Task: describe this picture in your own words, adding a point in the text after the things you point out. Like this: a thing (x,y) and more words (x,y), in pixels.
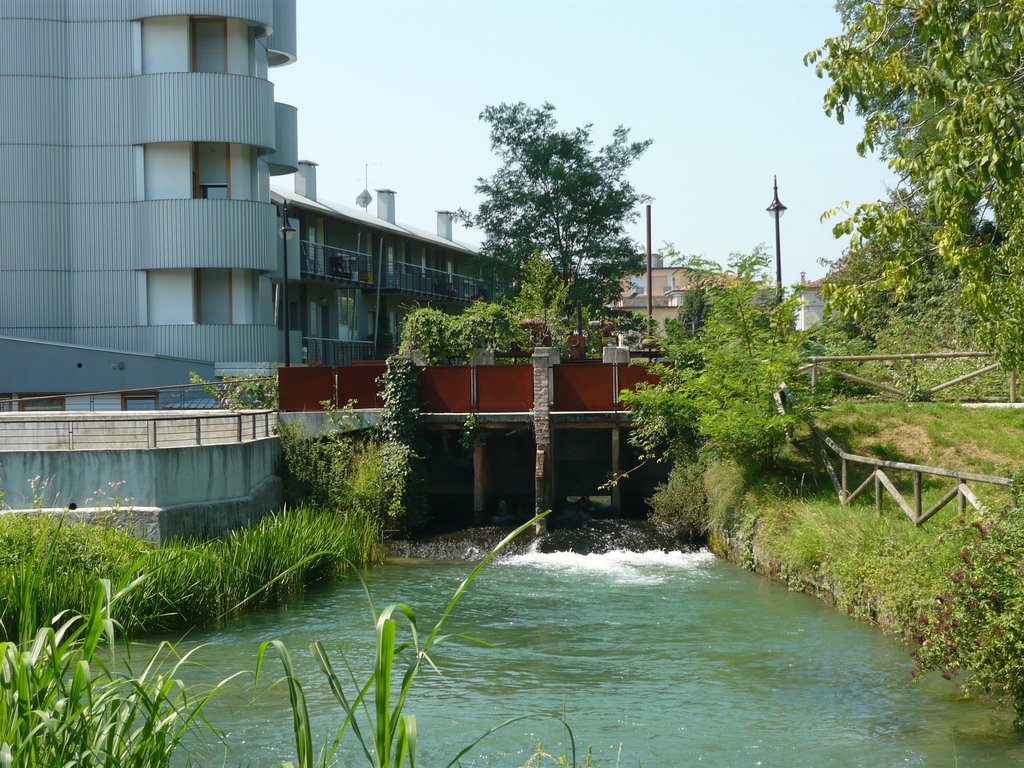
In this image there is the sky (686,53), there are trees (552,271), there is a tree (895,201) truncated towards the right of the image (954,125), there is a fencing (845,376), there is a fencing (844,472) truncated towards the right of the image (928,385), there is grass (917,411), there are plants (92,591) truncated towards the left of the image (80,592), there are plants (145,690) truncated towards the bottom of the image (292,729), there are pillars (548,464), there is water (647,596) truncated towards the bottom of the image (645,694), there are buildings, there is a building (263,310) truncated towards the left of the image (100,202), there are poles (646,242), there is a street light (776,204).
